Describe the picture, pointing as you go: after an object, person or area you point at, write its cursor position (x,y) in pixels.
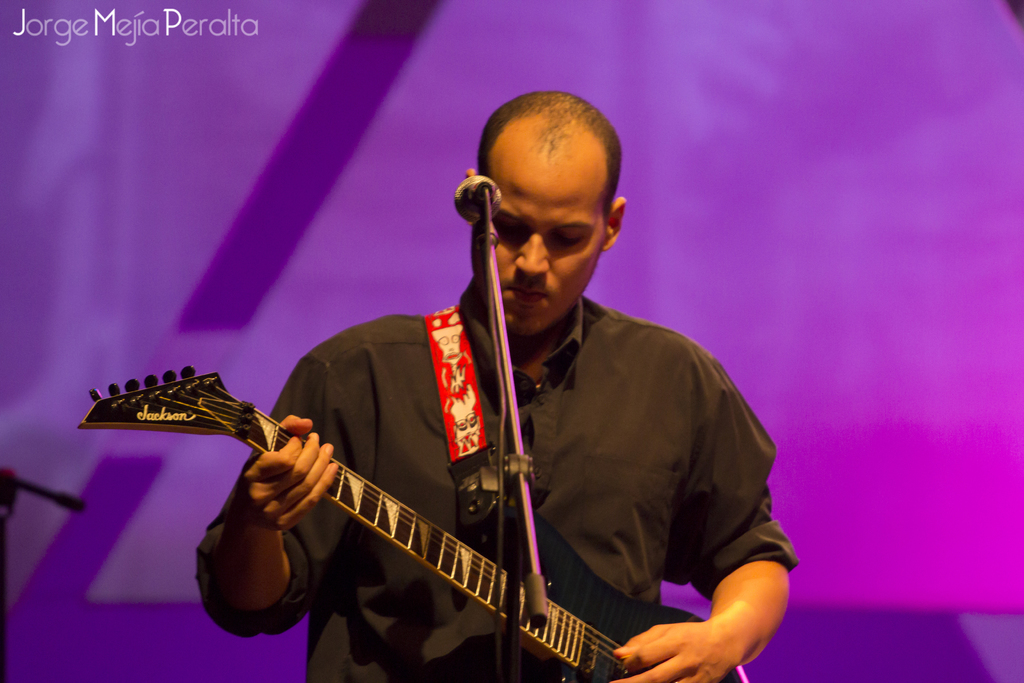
In this picture there is a person (487,419) with black shirt (491,639) is playing guitar (580,605). In the foreground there is a microphone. At the back (334,258) it looks like a hoarding (219,323). On the left side of the image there is a stand (6,489). At the top left (24,32) there is a text (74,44).
